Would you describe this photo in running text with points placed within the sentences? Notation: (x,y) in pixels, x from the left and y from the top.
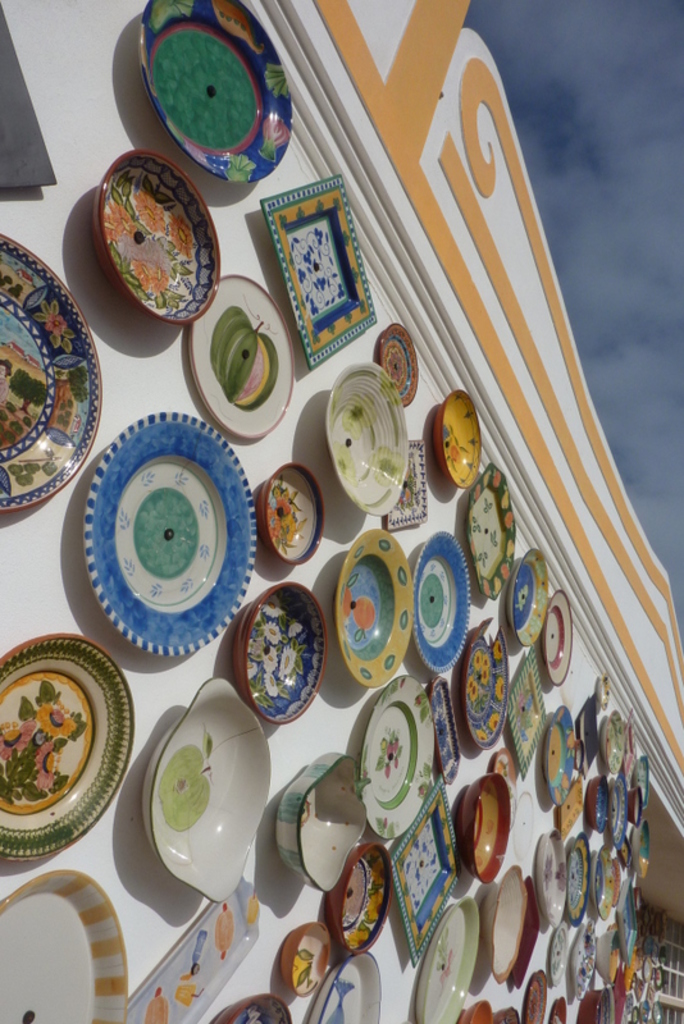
In this image we can see bowls (237,776), plates (95,931), and trays (432,854) on the wall (32,7). On the right side of the image (613,299) we can see sky (620,415) with clouds (623,49).
